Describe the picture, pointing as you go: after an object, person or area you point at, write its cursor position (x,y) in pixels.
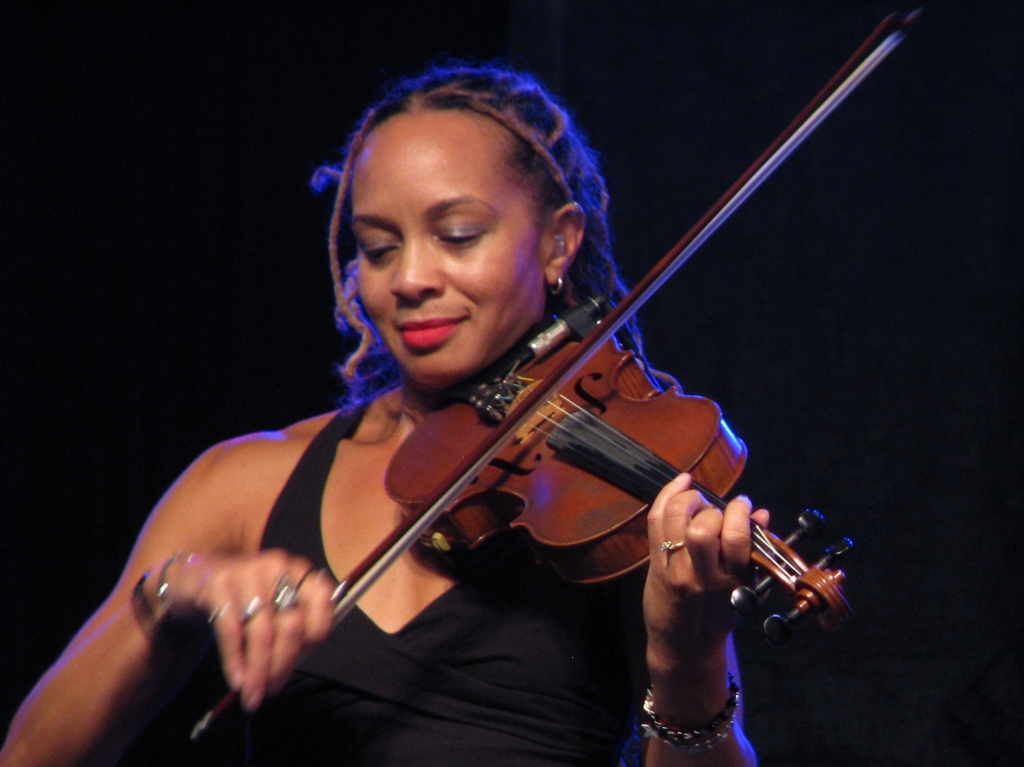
In this image there is a person (403,319) playing the violin (601,477), the background of the image (726,91) is dark.
